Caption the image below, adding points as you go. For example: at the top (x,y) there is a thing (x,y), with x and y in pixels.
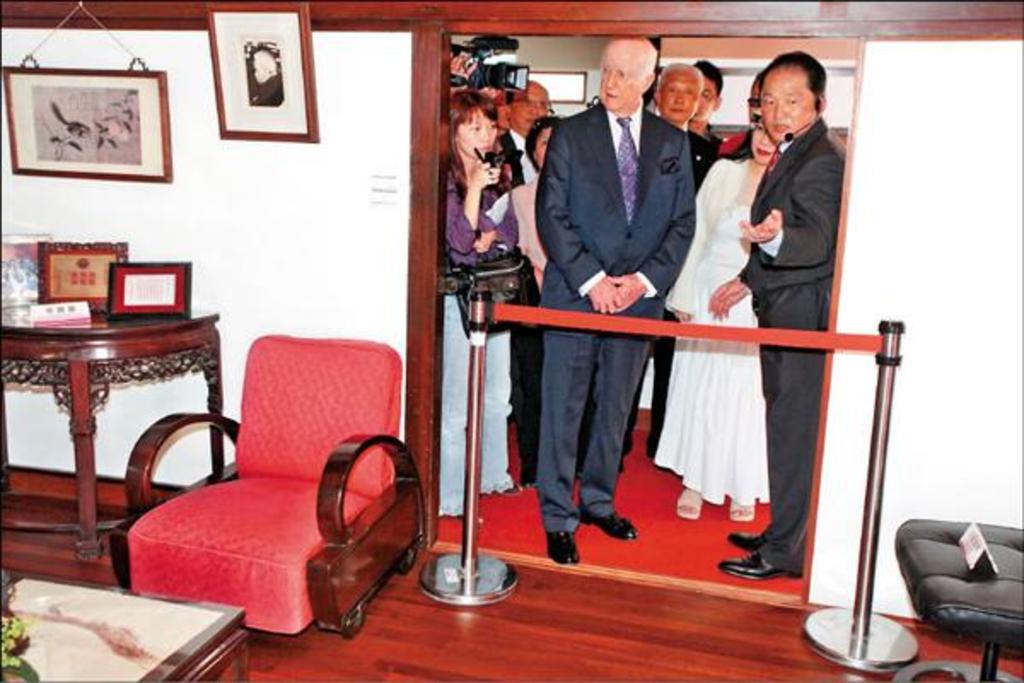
There are many people (568,185) standing. In the front (644,181) there is a man (611,198) wearing jacket (593,202) and standing. A lady (701,208) with white frock (729,212). And some are holding video camera (487,82) in their hands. There is a pink color chair (290,445). On the table (148,351) some frames (98,264). On the wall (223,159) there are some two frames (124,111).
